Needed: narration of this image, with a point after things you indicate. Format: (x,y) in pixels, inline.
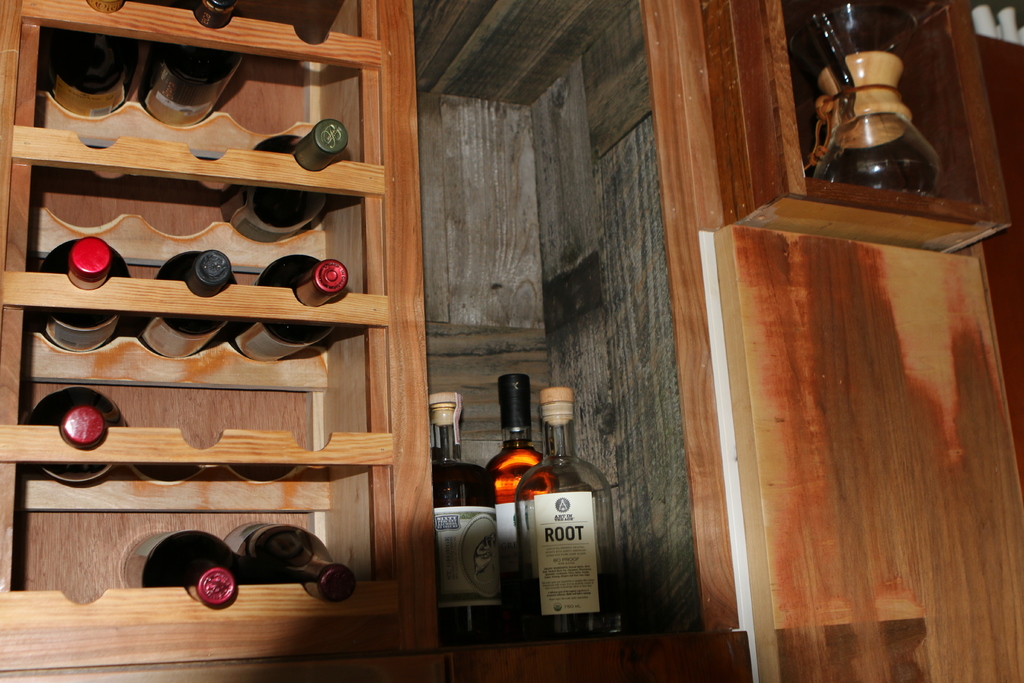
In this image I can see few bottles (570,511) on the wooden-surface (615,650) and few bottles (305,334) in the wooden shelves (171,167).
